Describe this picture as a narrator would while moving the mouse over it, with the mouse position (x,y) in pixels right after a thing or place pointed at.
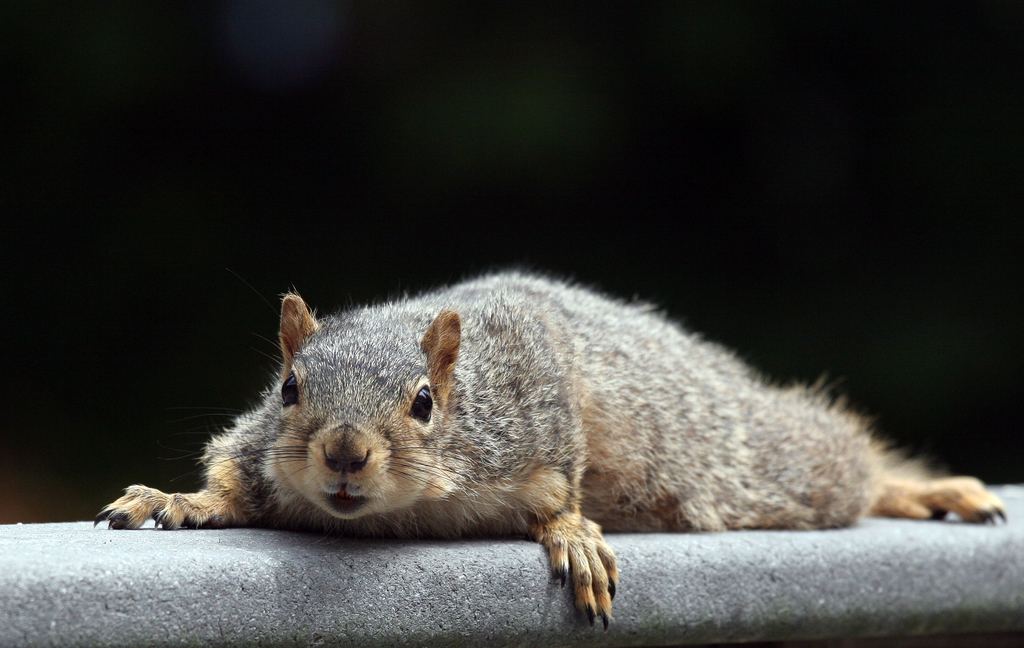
In this image we can see an animal (385,432) is laid on the ledge (712,593). The background (977,316) is black.
